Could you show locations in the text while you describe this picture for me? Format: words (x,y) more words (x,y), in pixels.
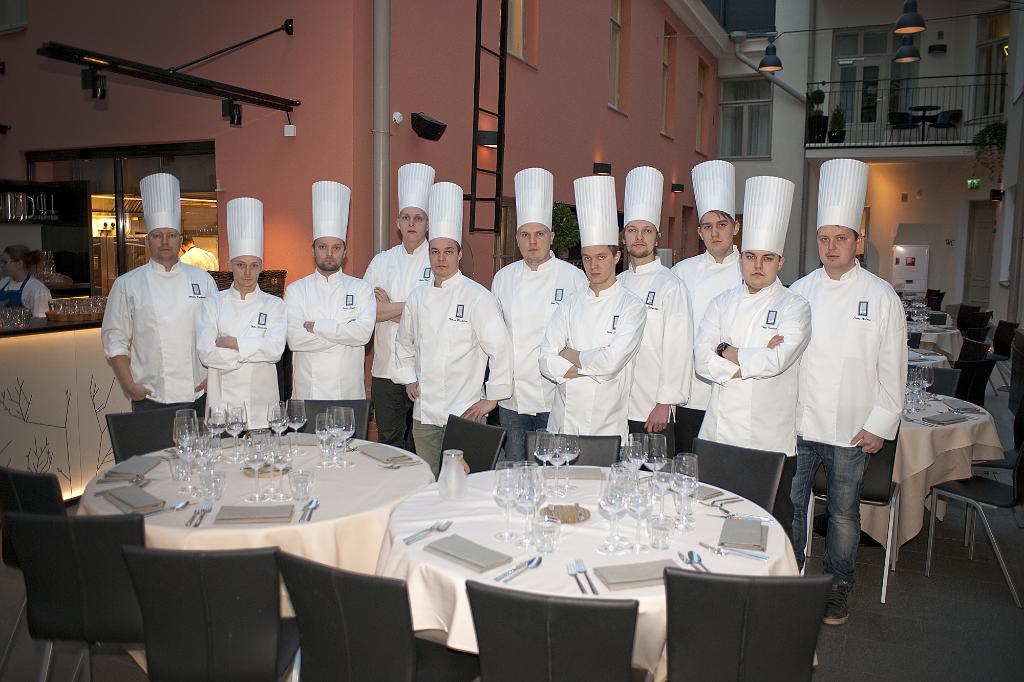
In this image we can see the chefs (758,280) wearing the caps (825,185) and standing on the floor (971,607). We can also see the tables (464,592) which are covered with the clothes (406,512) and on the tables (424,560) we can see the spoons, forks (579,567), glasses (520,484) and some other objects (732,531). We can also see the chairs (681,611). In the background (28,285) we can see a woman (15,301) and also the counter (64,346). We can see the wall (484,36), pipes (375,34), lights (774,58), railing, windows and also the door (985,252).
